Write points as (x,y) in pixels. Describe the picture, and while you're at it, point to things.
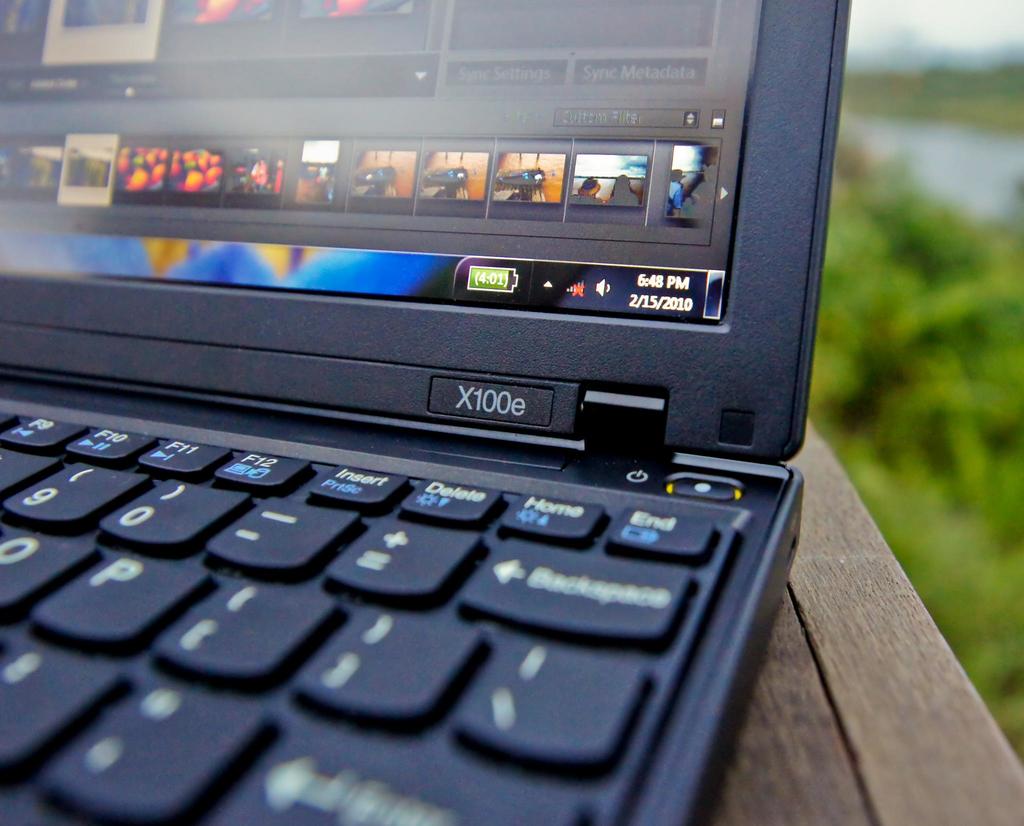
In this picture we can see a laptop (248,468) in the front (247,318), at the bottom (956,785) there is a wooden surface (949,782), we can see plants (943,339) in the background (941,281), there is a blurry background (914,139).
